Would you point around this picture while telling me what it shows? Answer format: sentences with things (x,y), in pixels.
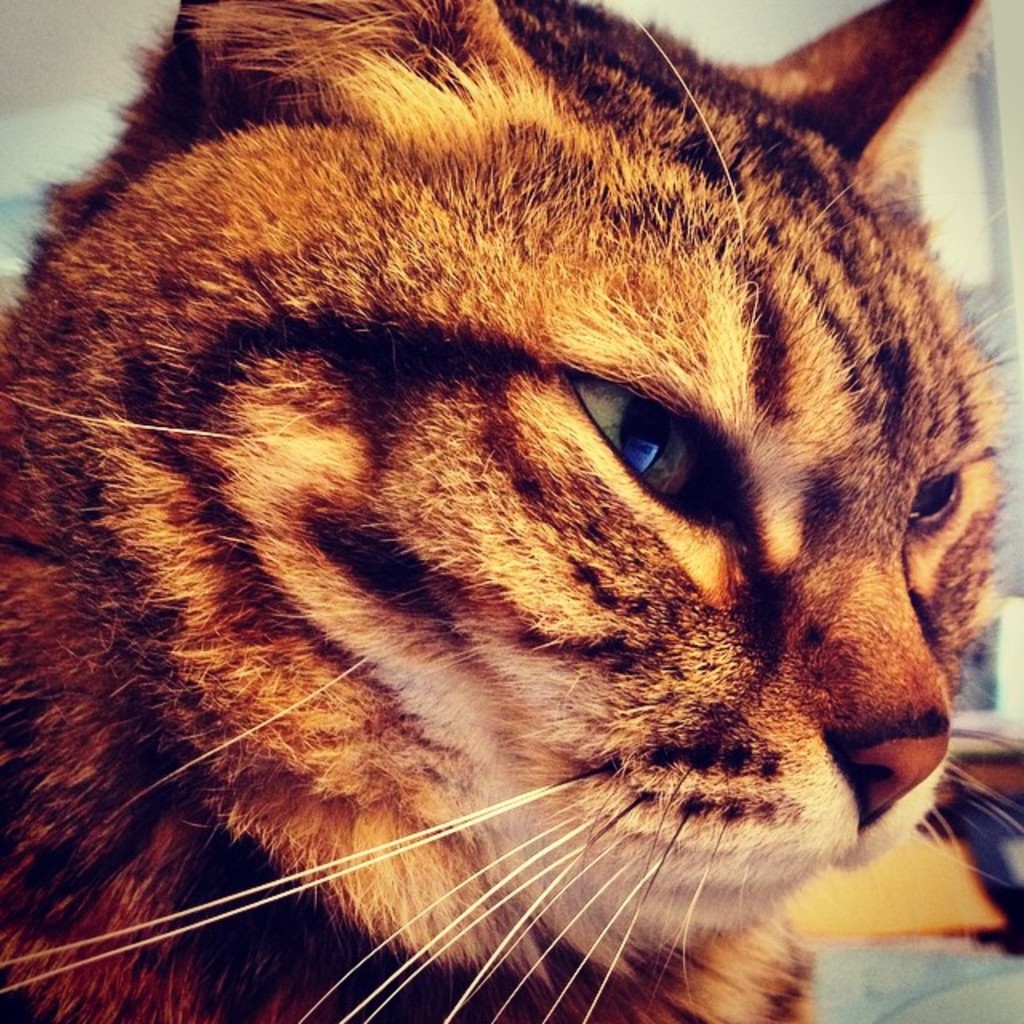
In this image there is a cat (226,839), in the background (93,19) it is blurred.
